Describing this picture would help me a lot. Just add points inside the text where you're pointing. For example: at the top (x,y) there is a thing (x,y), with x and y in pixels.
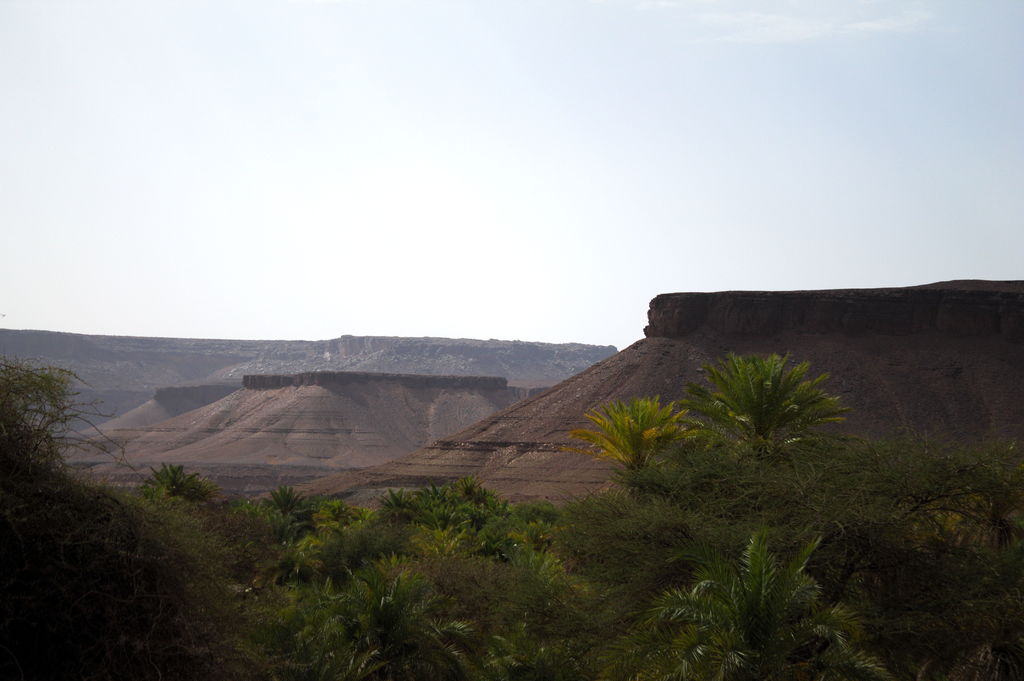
In this image we can see sky (524,257), hills (451,384) and trees (351,552).
